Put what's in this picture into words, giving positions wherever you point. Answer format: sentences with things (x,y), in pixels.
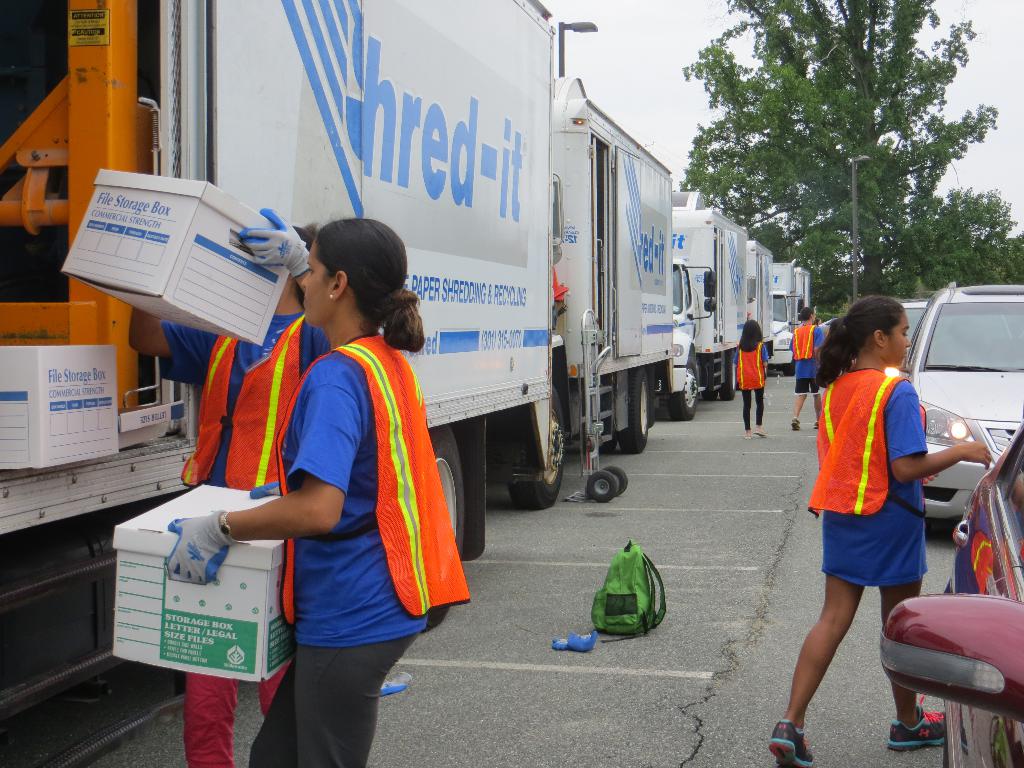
There is a road (507,690). On the left side (98,547), we can see white color trucks (638,290), on the trucks (455,226) we can see shred it. Two women (348,234) are loading some storage boxes (143,300). On the right side (936,404), we can see cars (953,366) and one lady (901,456) is standing at the right side (896,430) and two women (796,394) are walking. In the middle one green color bag (643,580) is there.
